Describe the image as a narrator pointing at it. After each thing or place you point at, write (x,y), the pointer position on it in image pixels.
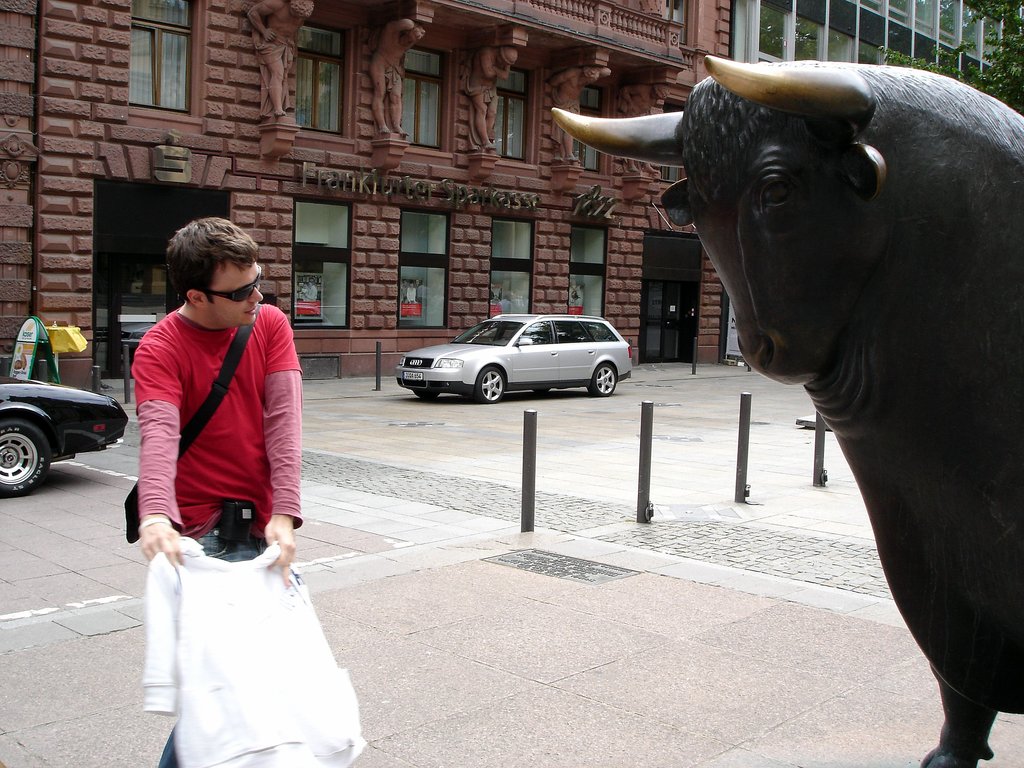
In this image I can see a black colour sculpture (952,286) of a bull (744,236). I can also see a man (209,344) is standing and holding white cloth (259,608). I can see he is wearing red t shirt (222,419), black shades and carrying a bag (251,326). In the background (64,418) I can see few poles (94,371), few cars (64,418), buildings (604,34), a tree (1006,18), windows (329,66) and few boards (44,344). On this board (23,355) I can see something is written.
